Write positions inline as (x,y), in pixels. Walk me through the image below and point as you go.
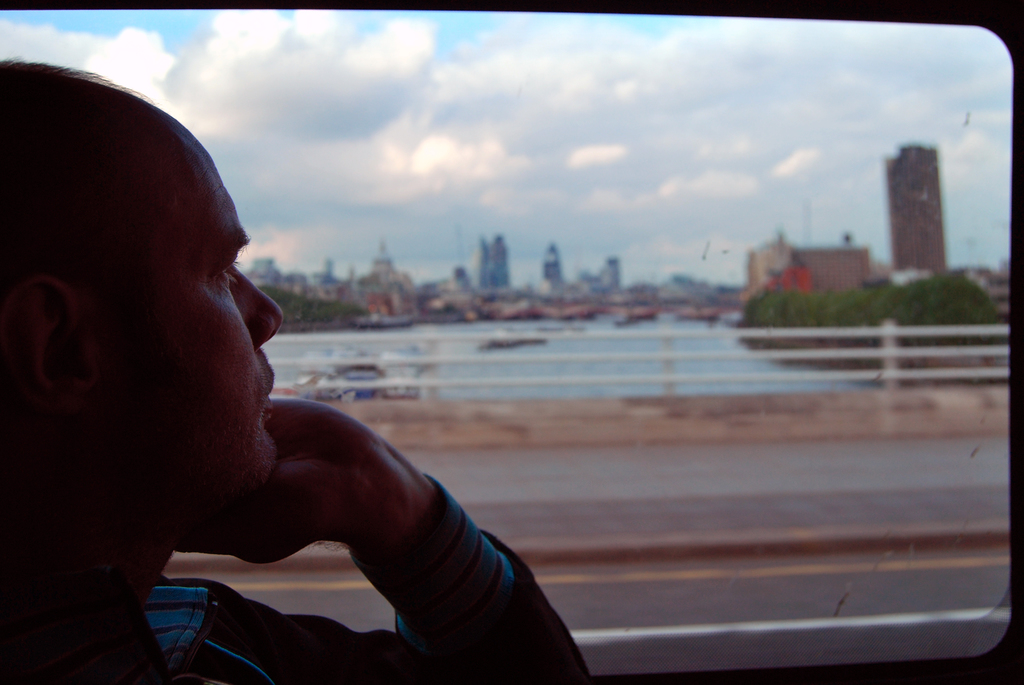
In this picture I can see there is a man (168,524) sitting at the window (831,603) and he is looking at the window (841,428), there is a road (810,568), bridge (990,403), river (457,369) with boats (357,392), there are trees (296,296) and buildings (445,307) in the backdrop (326,266) and the sky (446,139) is cloudy.
